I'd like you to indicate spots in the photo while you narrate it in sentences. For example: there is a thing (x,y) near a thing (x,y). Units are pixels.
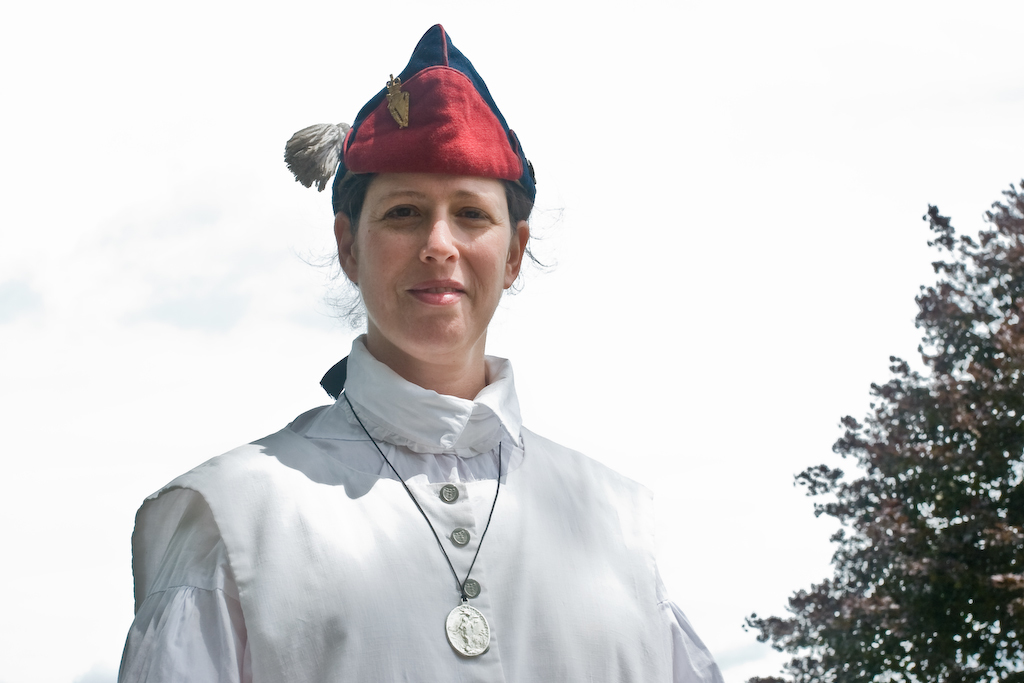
In this image I can see a woman (326,567) wearing white color dress (301,578), smiling and giving pose for the picture. On the right side (936,419) there is a tree (909,510). In the background (809,265), I can see the sky (191,244).
